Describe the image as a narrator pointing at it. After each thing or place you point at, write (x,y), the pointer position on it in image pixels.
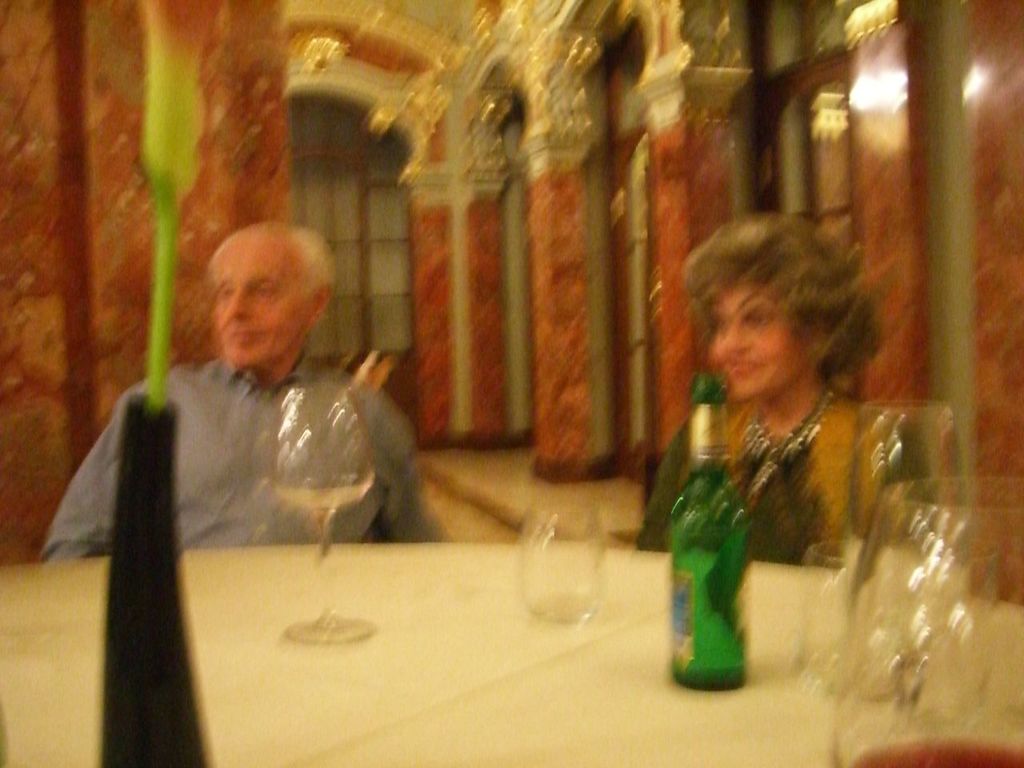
This picture is clicked inside the room (14,431). Here, we see man (228,361) and woman (784,381) is sitting on chair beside the table (340,700). On table (800,722), we see green glass bottle (688,572) and glass (321,414). Behind them, we see a wall (496,214) which is red in color.
